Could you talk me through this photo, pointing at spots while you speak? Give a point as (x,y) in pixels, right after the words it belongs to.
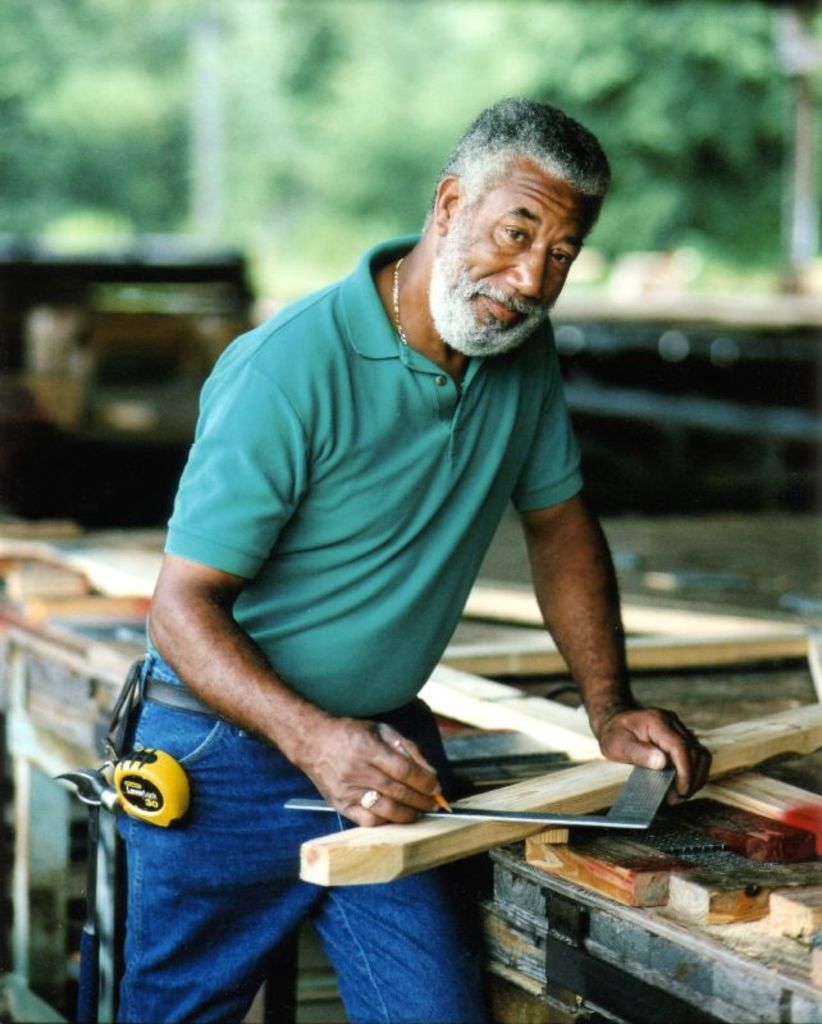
In this image we can see a carpenter (420,345), the person (404,375) is holding a pencil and making marks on a piece of wood (484,795).
